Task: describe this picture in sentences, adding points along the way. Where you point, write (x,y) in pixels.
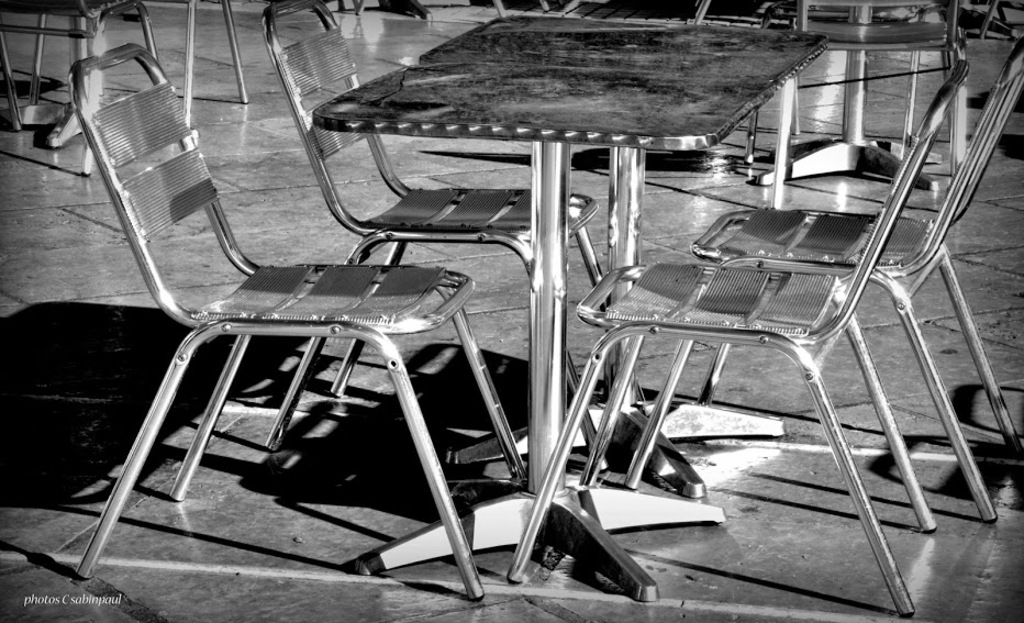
This picture shows a few metal chairs (60,28) and tables (754,98).
